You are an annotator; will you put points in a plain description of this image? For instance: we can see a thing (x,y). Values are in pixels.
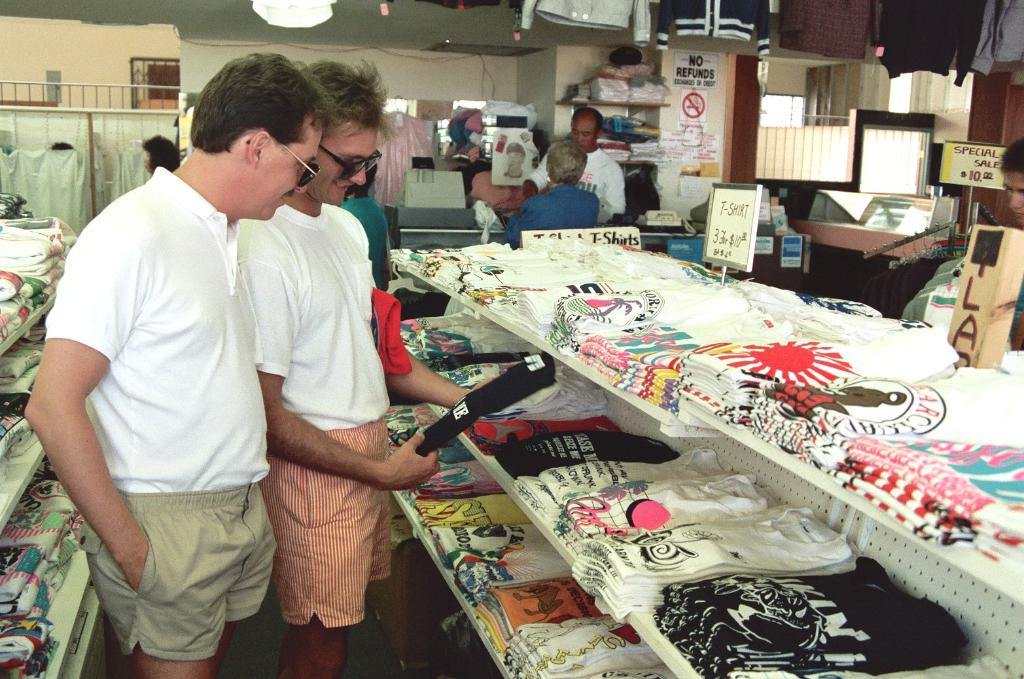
In this image in the front (298,412) there are persons (277,415) standing and smiling. On the right side (713,498) there are clothes (645,397) and the person (367,393) in the center (371,426) is holding a cloth (484,395) in his hand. On the left side (34,368) there are shelves (25,479) and on the shelf (8,457) there are clothes (8,296). In the background (611,183) there are persons (611,183) and there are clothes (834,3) hanging and there are boards (701,116) with some text (685,145) written on it and there is a wall (274,42).
